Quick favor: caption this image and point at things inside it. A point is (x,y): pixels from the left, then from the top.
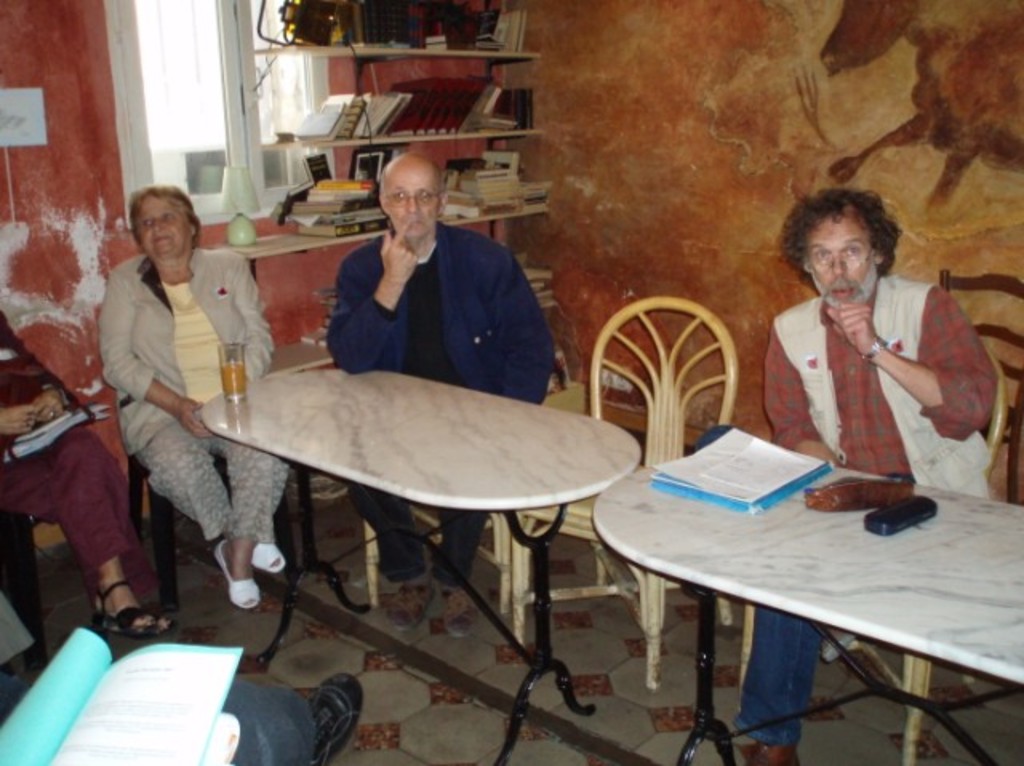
In this image there are group of peoples (202,256) sitting on a chair (998,405) and two center tables (709,567) with a white colour top (531,501) and black colour stand (700,659). On the right side of a table (901,592) there is spectacle case (889,507) and group of papers (758,488) on the left side of the table (330,432) there is one glass (237,382). In the background (377,120) there shelves (389,54) and a books (394,100) is kept on that shelf (409,51) and a white colour window (234,105).
